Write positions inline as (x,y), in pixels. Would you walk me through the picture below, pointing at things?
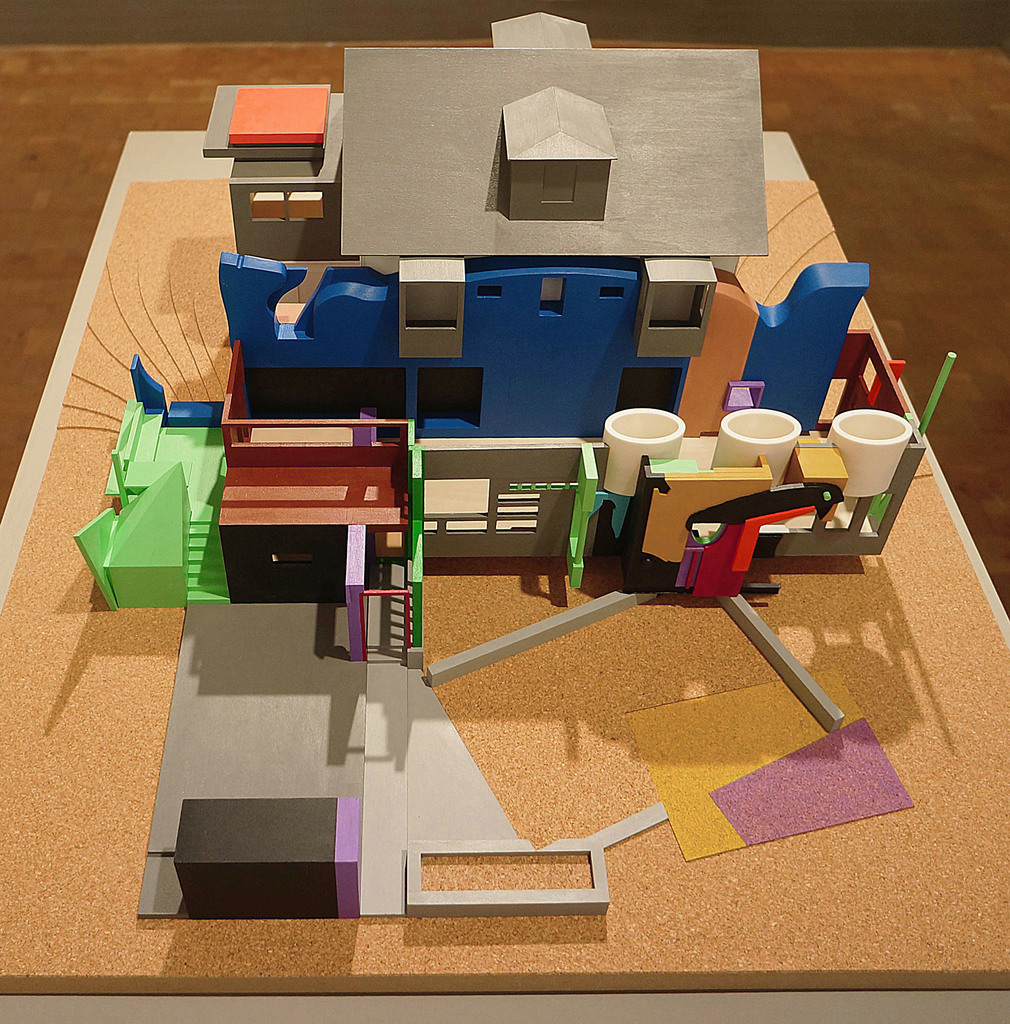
In the foreground (593,211) I can see a table (96,809) on which a fence (417,630) and a house (234,140) is there. This image looks like an animated photo.
